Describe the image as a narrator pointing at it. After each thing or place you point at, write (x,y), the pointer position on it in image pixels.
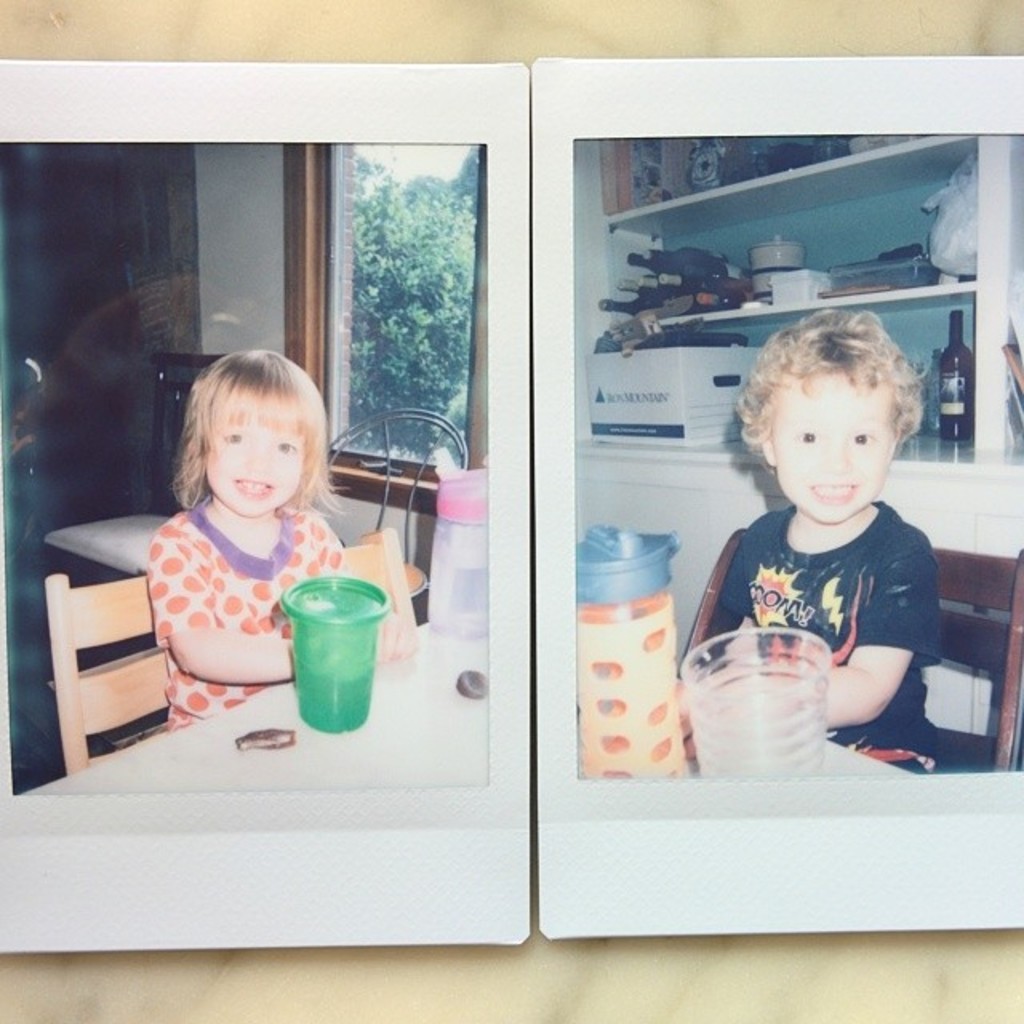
Here we can see photos (466,286), on this photos (346,484) there are two kids (855,545) sitting on chairs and we can see objects (725,725) on tables (258,778), background (594,248) we can see wall (230,236), objects (665,343) in shelves (606,258) and glass window (410,317). In the background (851,13) it is cream color.
